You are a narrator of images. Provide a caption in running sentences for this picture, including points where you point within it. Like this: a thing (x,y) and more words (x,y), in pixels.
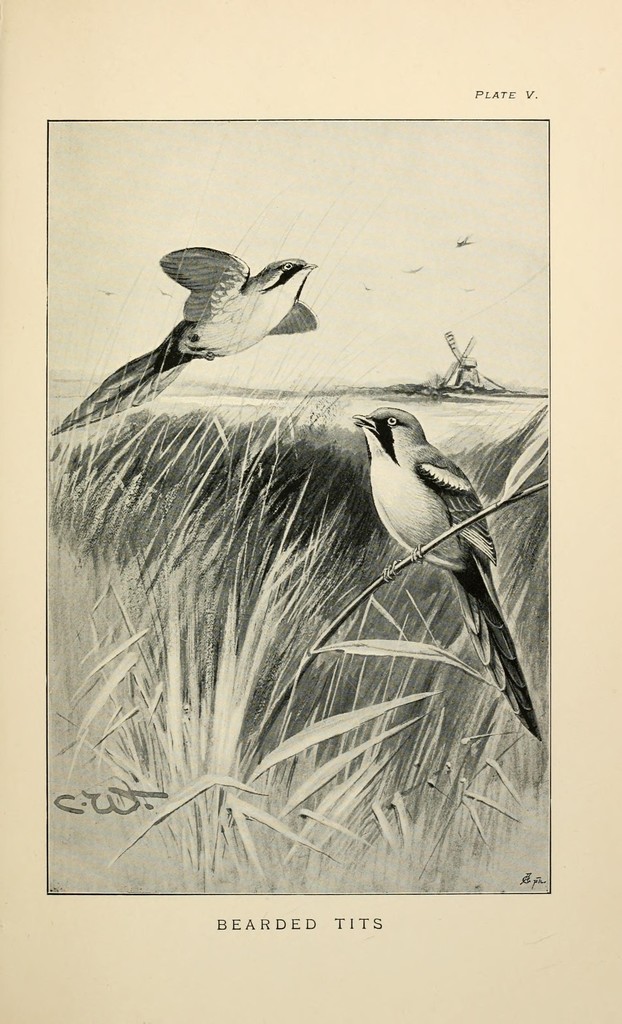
In this picture we can see birds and plants (376,583). At the bottom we can see there is something written.
